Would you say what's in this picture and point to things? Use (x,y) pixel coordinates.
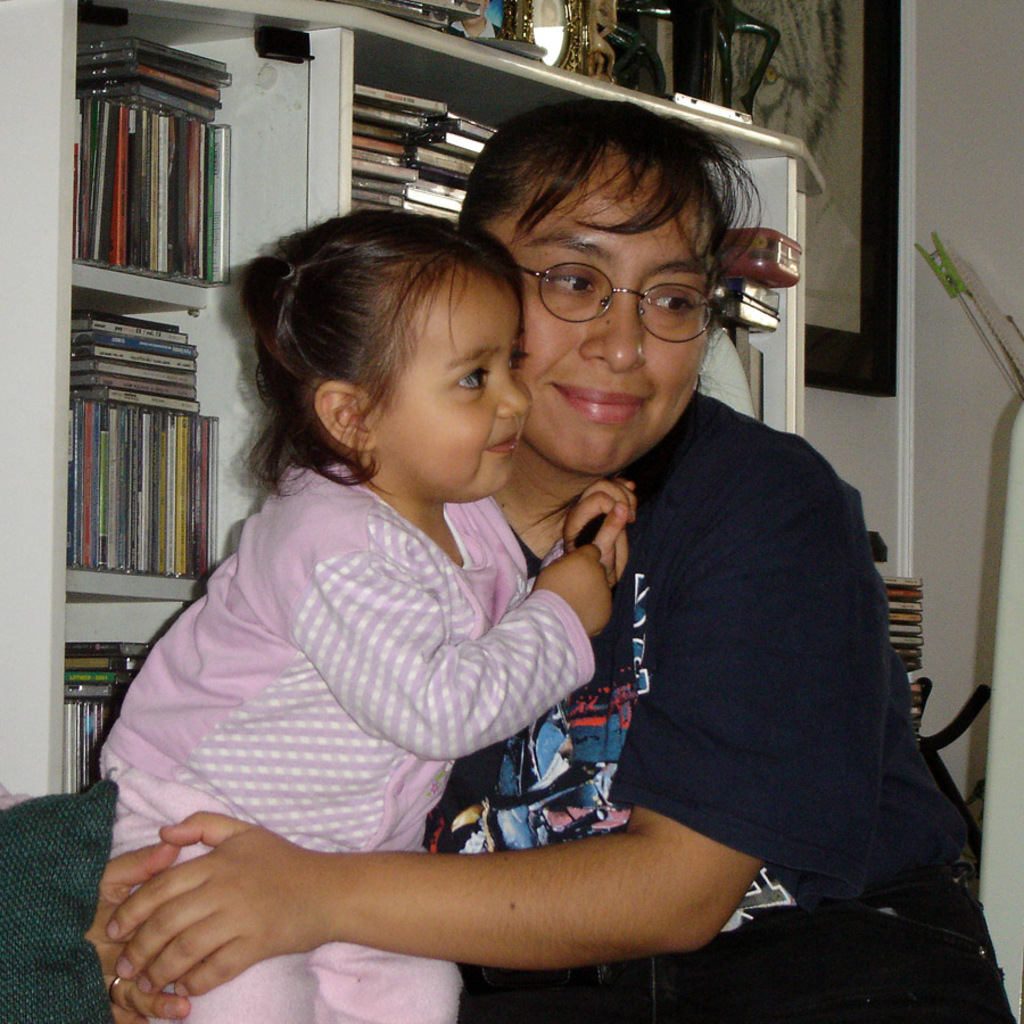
There is a woman (818,579) in dark blue color t-shirt (818,579), sitting and holding a baby (419,806) who is in pink color dress (209,619). In the background (121,240), there are CD cases (131,112) and other objects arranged in shelves (119,688) of a cupboard (23,60), on which, there are other objects (716,49), there is a photo frame (859,325) on the wall (872,431) and other objects (915,624).
